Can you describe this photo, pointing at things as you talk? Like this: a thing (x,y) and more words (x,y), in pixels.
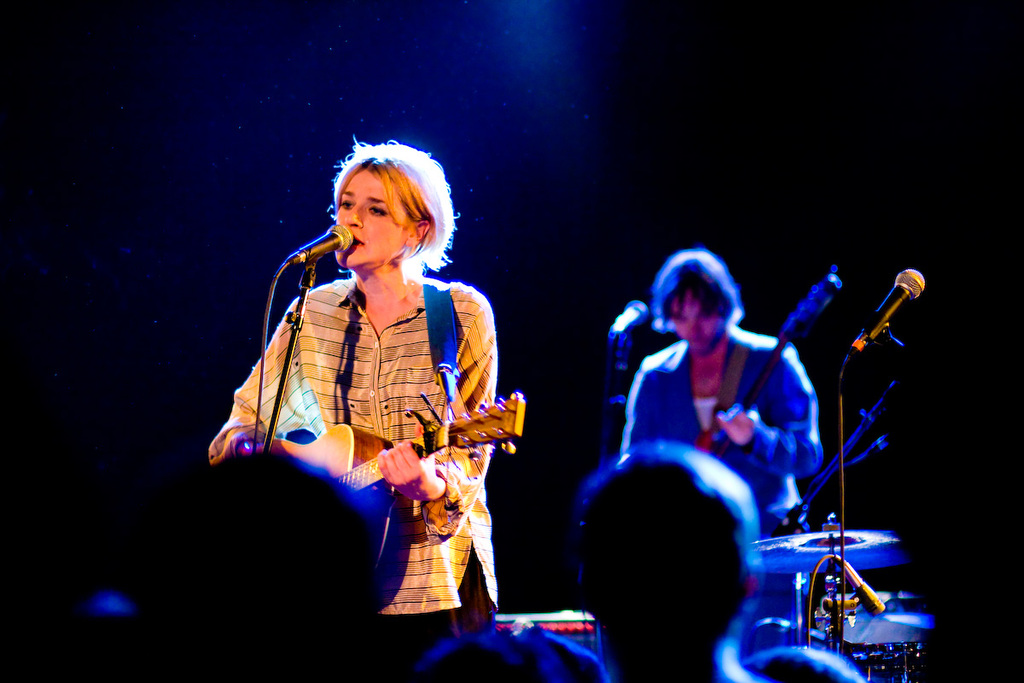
In this picture we can see woman (418,303) singing on mic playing guitar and at back of her man (685,303) playing guitar (798,306) and in front of them we can see some people (254,612).
